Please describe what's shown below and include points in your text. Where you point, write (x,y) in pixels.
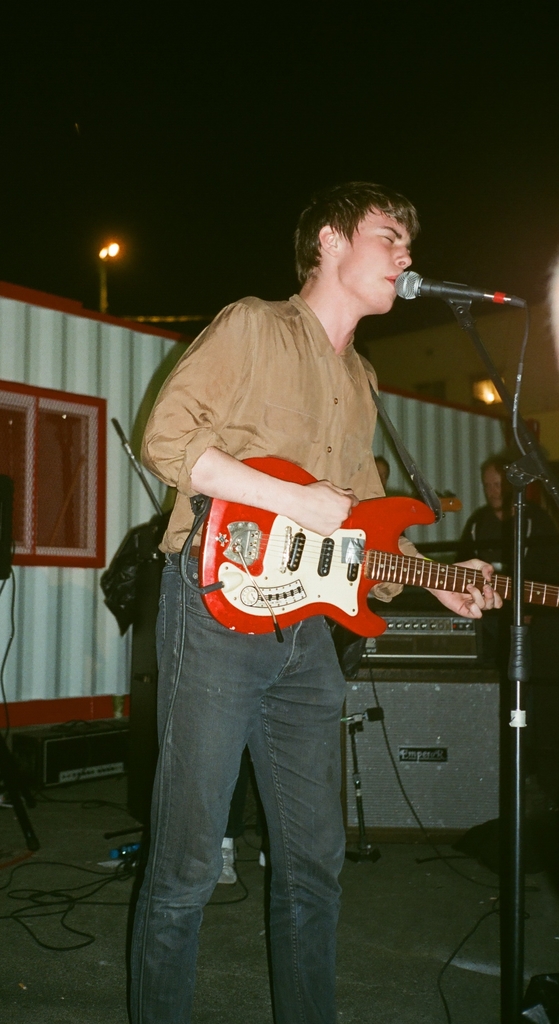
This is a picture of a man (218,435) in brown shirt (224,400) holding a guitar (294,530) and singing a song in front of the man (356,291) there is a microphone (438,295) with stand (516,623). Background of the man (171,576) is a music instrument (381,696) and a wall (68,464).
